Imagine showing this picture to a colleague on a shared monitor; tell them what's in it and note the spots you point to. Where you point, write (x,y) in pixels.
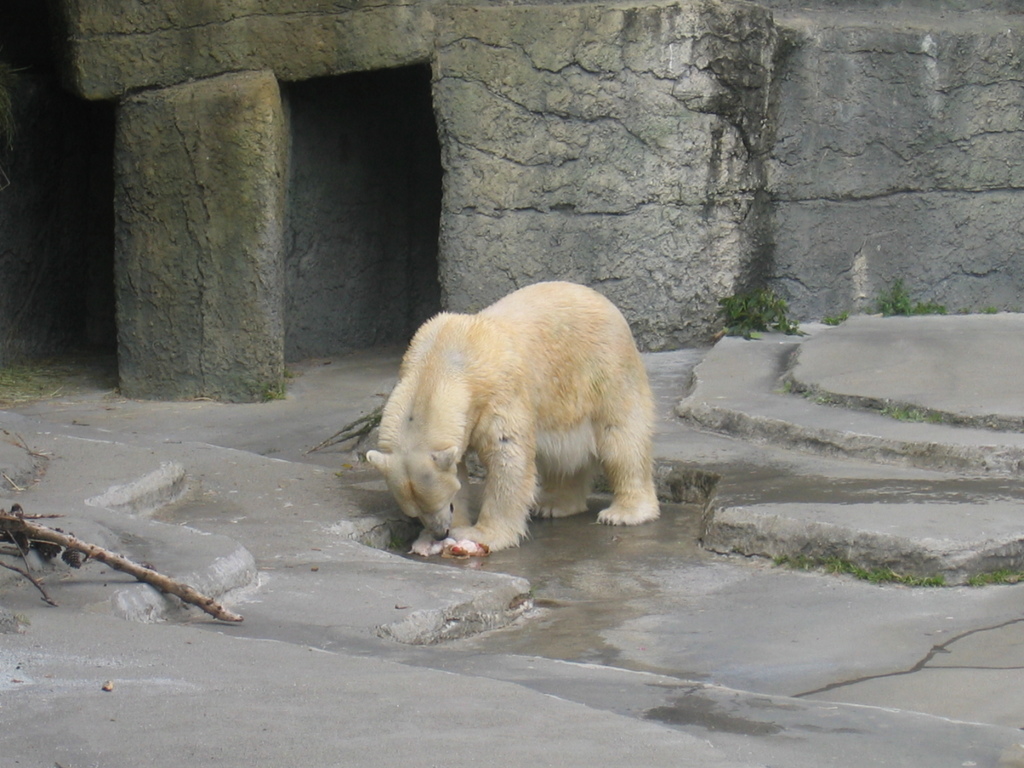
In this image we can see there is a polar bear (525,386) standing on the ground (624,537). And at the back (520,121) there is a wall (216,254) and there is a branch (183,590) of a tree (94,551).
